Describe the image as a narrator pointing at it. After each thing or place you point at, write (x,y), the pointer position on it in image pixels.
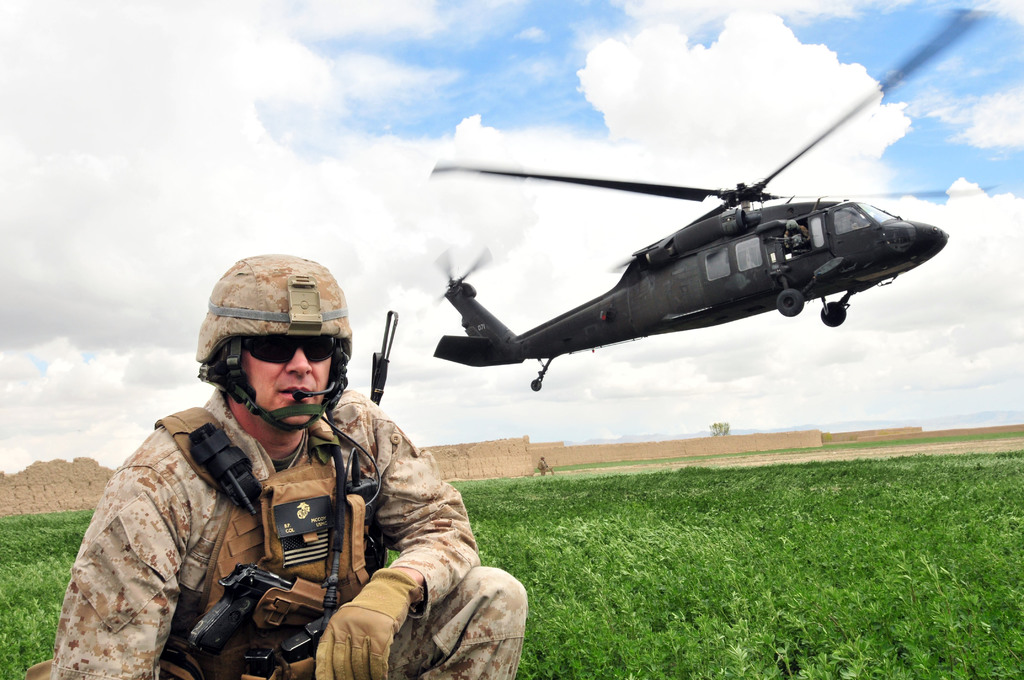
There is a person (216,471) wearing helmet (313,320), goggles (276,359), gloves (393,594), jacket (304,481) and mic (301,399) is having a gun (242,615). In the back (580,596) there are plants (716,540). Also there is a helicopter (682,275). In the background (404,125) there is sky (430,97) with clouds (594,71).
